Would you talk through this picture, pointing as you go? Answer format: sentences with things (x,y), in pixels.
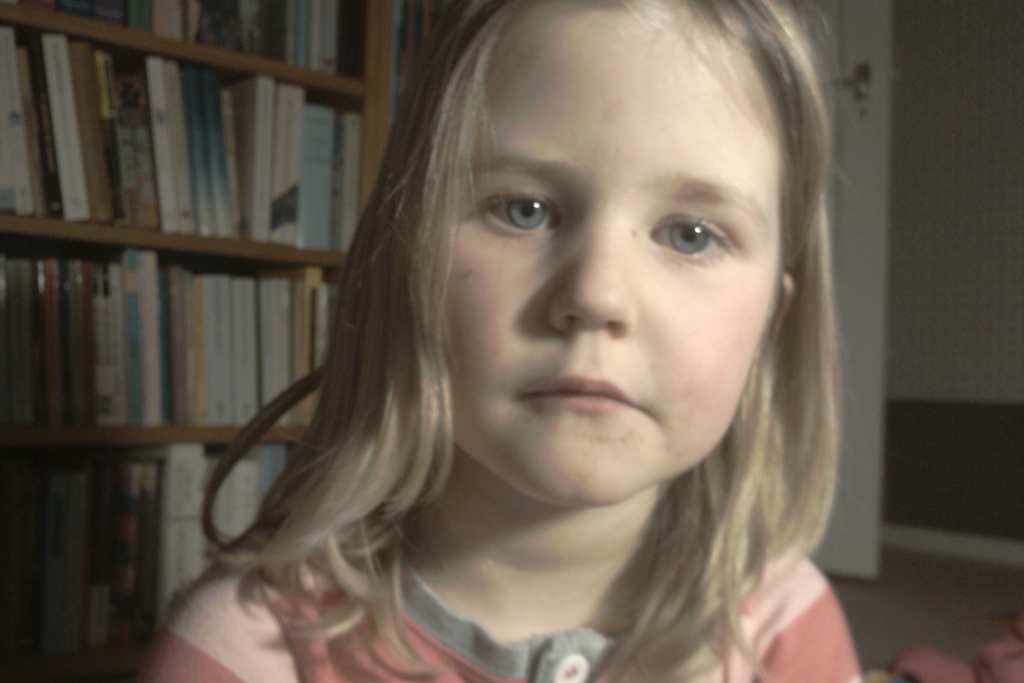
In the center of the image (612,286) we can see girl (546,496). In the background (29,178) we can see books (212,220) arranged in shelves (67,231).
